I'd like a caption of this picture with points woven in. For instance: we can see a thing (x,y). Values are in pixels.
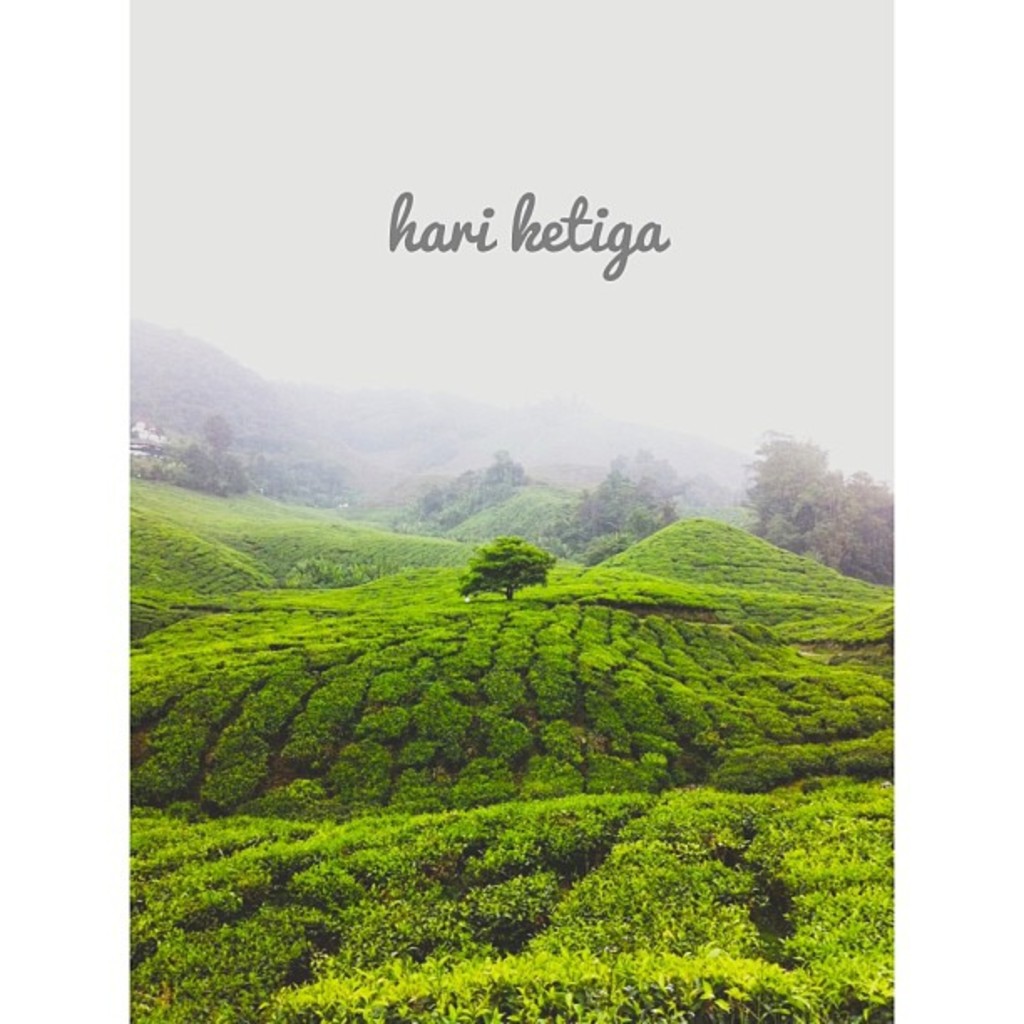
In this image there are bushes (450,839) and trees (599,517), in the background of the image (303,457) there are mountains (428,479) and there is text (571,228) at the top of the image (494,220).
